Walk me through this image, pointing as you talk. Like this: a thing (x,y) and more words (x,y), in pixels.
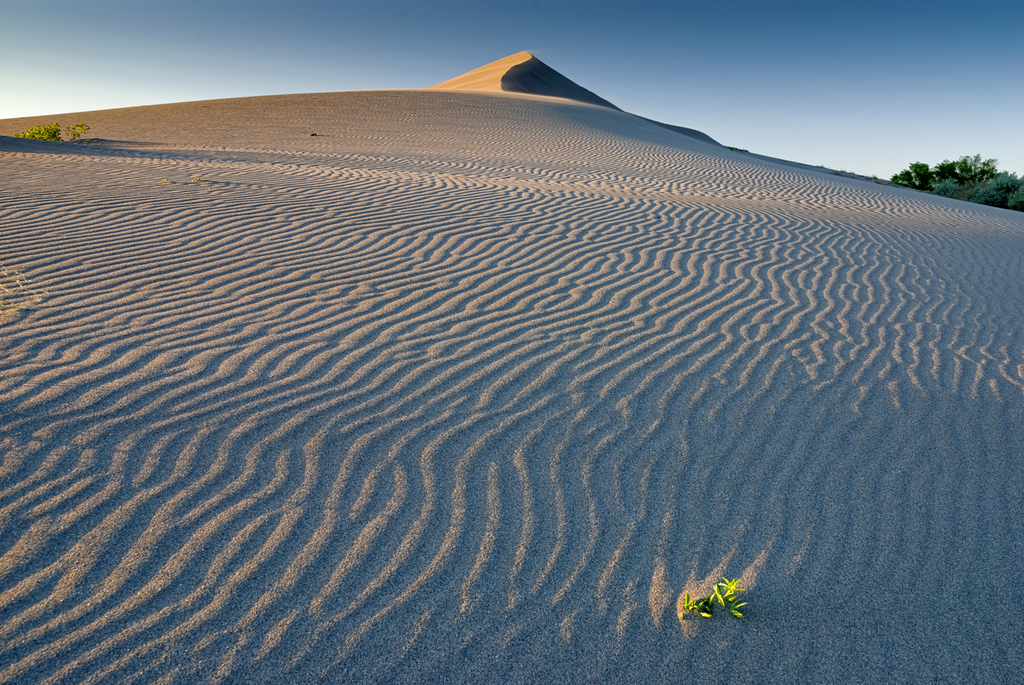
In the image it is a desert (581,231) and on the right side (928,171) there are trees (944,177).
